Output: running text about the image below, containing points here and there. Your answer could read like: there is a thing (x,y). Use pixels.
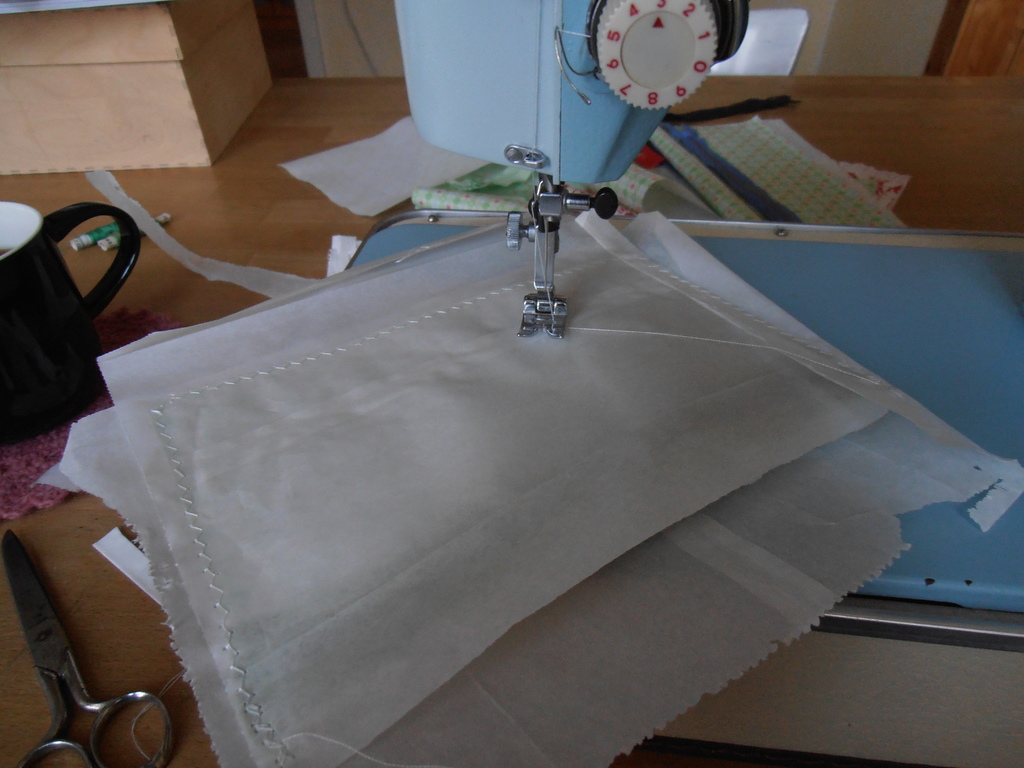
In this picture I can see a sewing machine (445,25). I can see papers (431,299), scissors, cup (22,220), thread rolls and some other objects (71,160) on the table (1001,125).
